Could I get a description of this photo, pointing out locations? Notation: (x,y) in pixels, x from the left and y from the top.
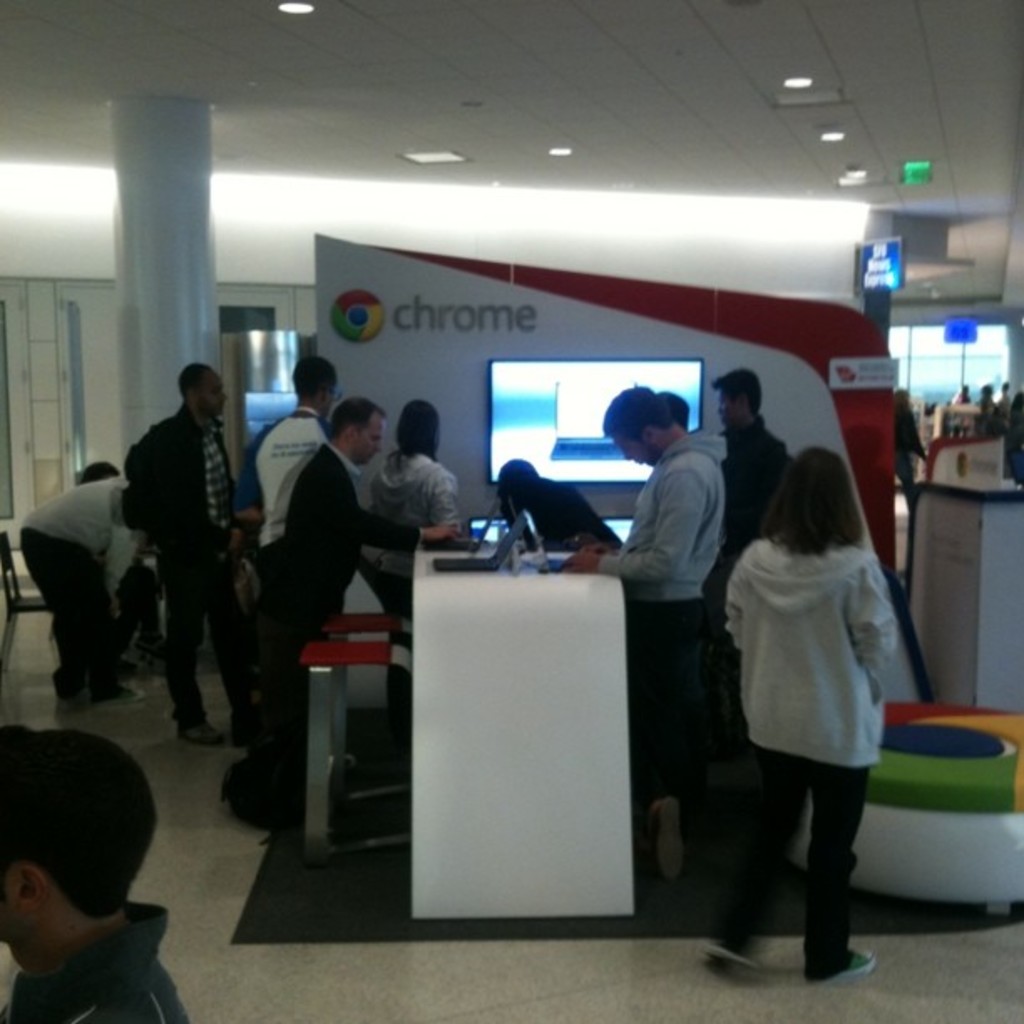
In this picture there are group of people (552,535) standing and there are laptops (522,523) and there are devices (522,547) on the table (521,698). At the back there is a screen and there is text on the board (842,383) and there is a woman (841,586) walking. At the back (910,367) there is a glass wall (978,361). At the top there are boards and lights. At the bottom (765,1003) there is a floor (701,1006) and mat (358,861).
